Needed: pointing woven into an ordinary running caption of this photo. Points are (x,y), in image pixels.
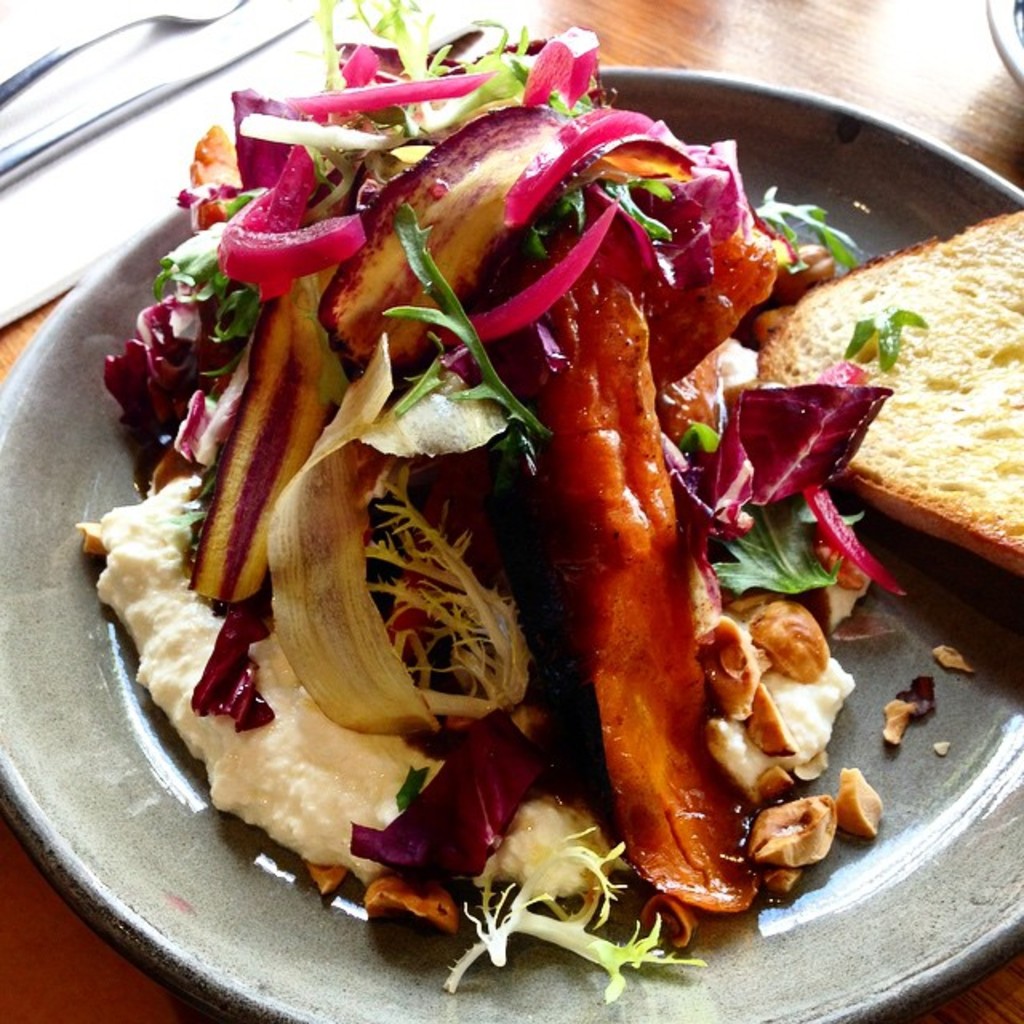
On this wooden surface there is a plate (556,980) with food (342,470) and knife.
